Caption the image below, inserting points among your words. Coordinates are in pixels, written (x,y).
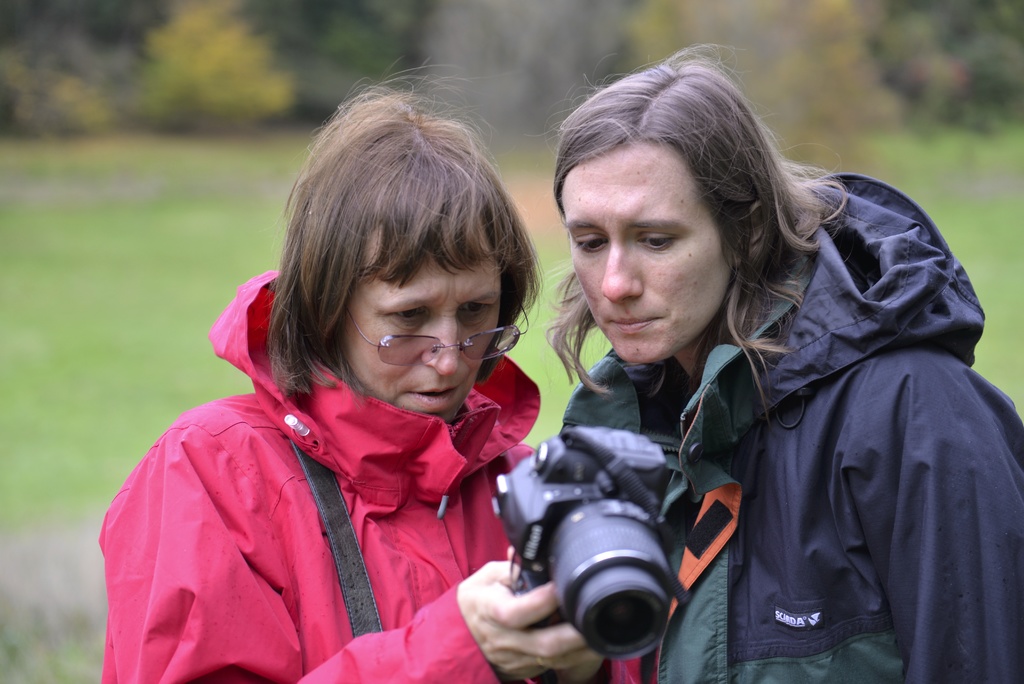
In this picture there are two women (603,289) standing. A woman (369,525) in pink jacket (385,550) is holding a camera (612,564) in her hand (555,628). There is some grass (88,332) on the ground (88,337) and few plants (438,65) at the background (650,6).
